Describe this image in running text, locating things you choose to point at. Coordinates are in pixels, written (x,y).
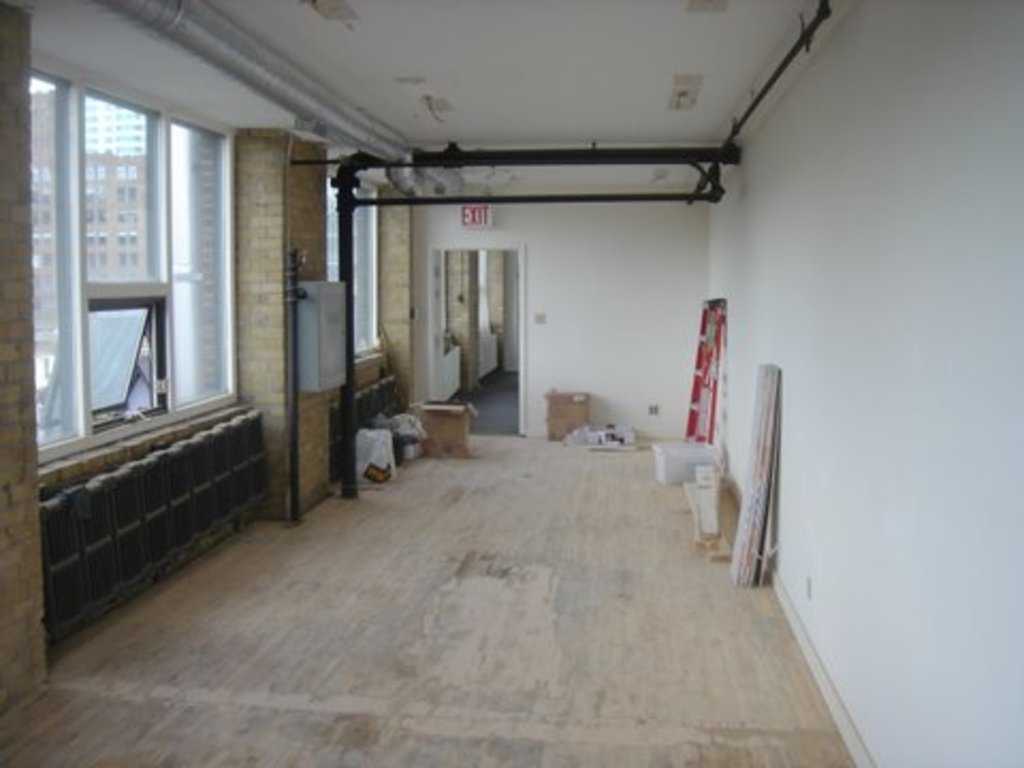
This image is taken from inside. On the right side of the image (950,735) there is a wall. On the left side of the image (194,386) there is a glass window (65,396) attached to the wall (263,373). At the top (506,90) there is a ceiling (534,126). At the bottom (532,641) there is a floor (534,549). On the floor (524,493) there are some objects (666,461).
